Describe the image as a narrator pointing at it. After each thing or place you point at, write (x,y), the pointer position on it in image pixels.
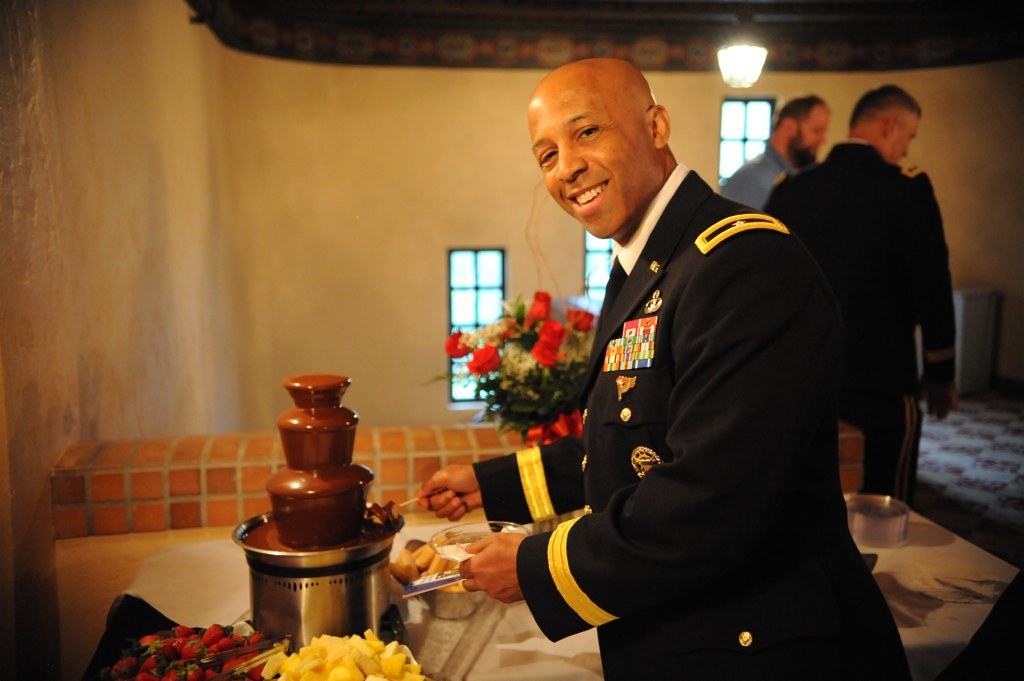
At the bottom of the image (542,670) on the left side (263,649) there is a table (180,617) with strawberries (185,647) and some other fruit slices (389,663). Beside them there is a chocolate fountain machine (334,526) and also there are some other things (433,606) on the table (449,664). There is a man (689,455) standing and holding an object (475,542) in the hand (472,568). Behind them there are two men (894,226) standing. In the background (764,116) there is a wall (409,279) with windows (727,115). At the top of the image (740,52) there is lamp (744,73).
